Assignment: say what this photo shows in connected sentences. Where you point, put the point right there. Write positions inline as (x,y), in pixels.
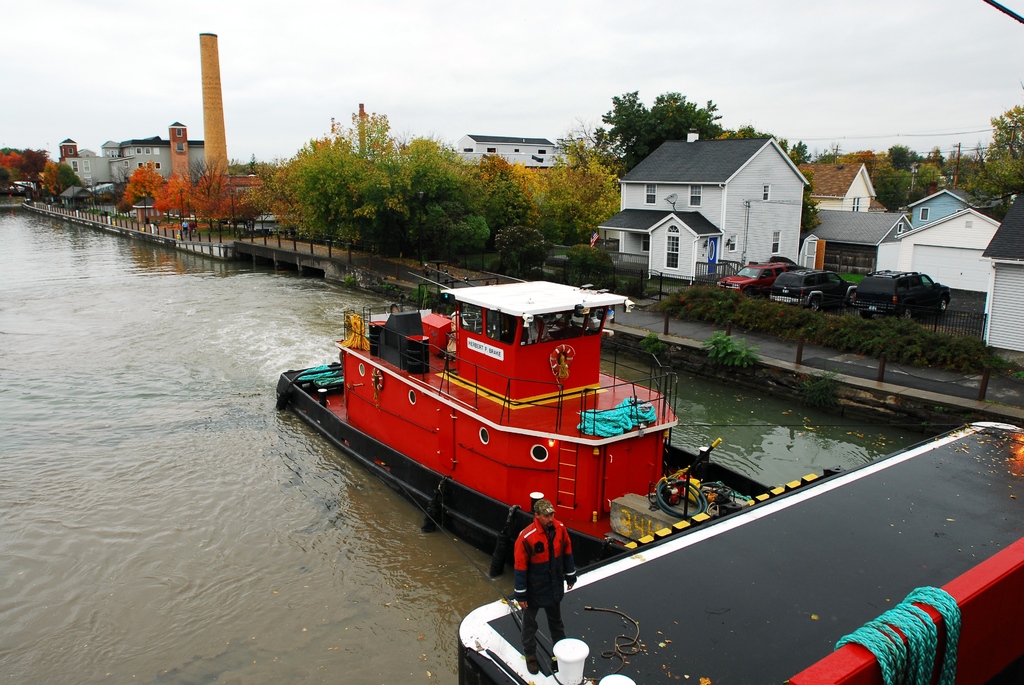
This looks like a ship (383,415) moving on the water (270,418). I think this is the river (33,401). Here is a person (543,607) standing. This looks like a rope (900,638). These are the houses (708,182) with windows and doors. I can see three cars (845,284), which are parked. This looks like a tower (212,141), which is yellow in color. These are the trees (322,191) with colorful leaves (204,190).
